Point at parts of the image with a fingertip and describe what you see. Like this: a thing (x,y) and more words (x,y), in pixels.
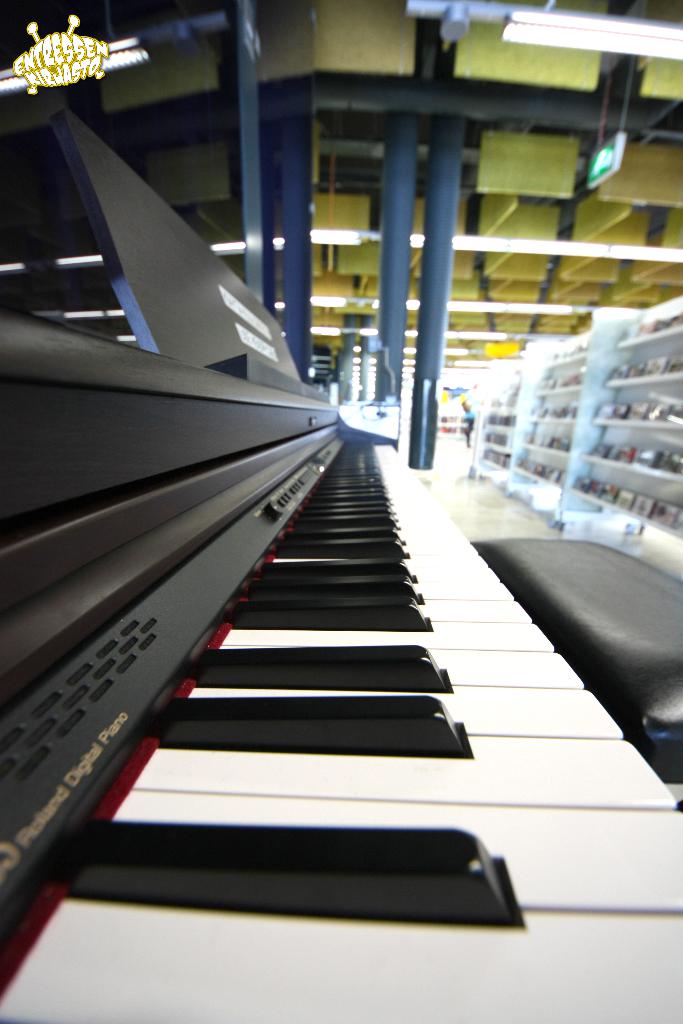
This image is taken indoors. At the top of the image (578,306) there are a few lights (582,22). There are a few iron bars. On the right side of the image (579,429) there are many shelves (537,408) with many things (669,518) on them and there is a chair (631,582). In the background (387,272) there are two pillars (398,291). On the left side of the image (152,554) there is a keyboard (328,776).
